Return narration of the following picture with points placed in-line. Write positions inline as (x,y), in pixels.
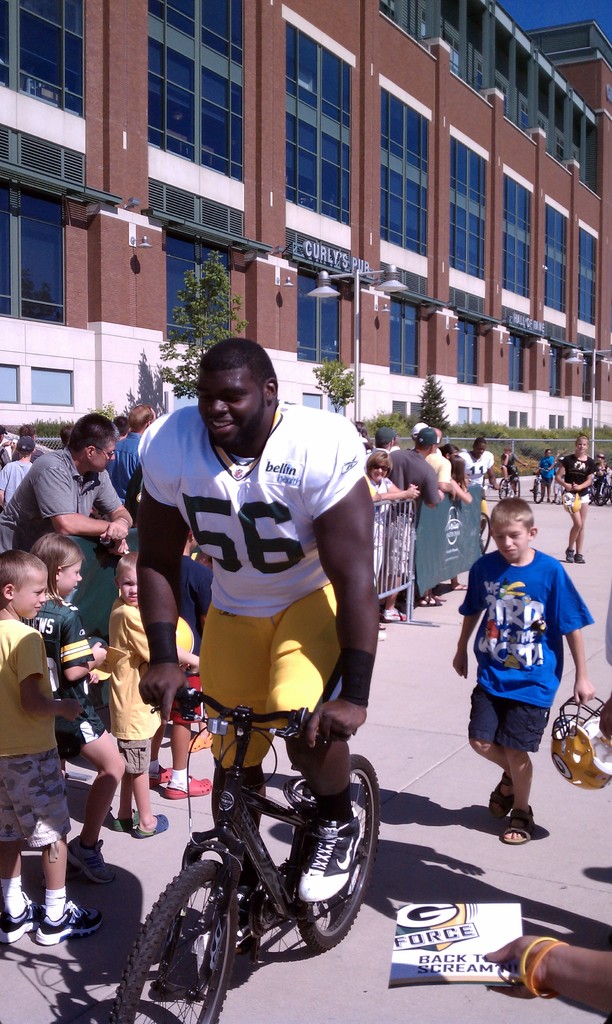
In this image there are group of people (247,502). In front (249,530) the person (247,762) is riding a bicycle (233,783). At the back side (280,200) there is a building (389,196) and a tree (422,402).
